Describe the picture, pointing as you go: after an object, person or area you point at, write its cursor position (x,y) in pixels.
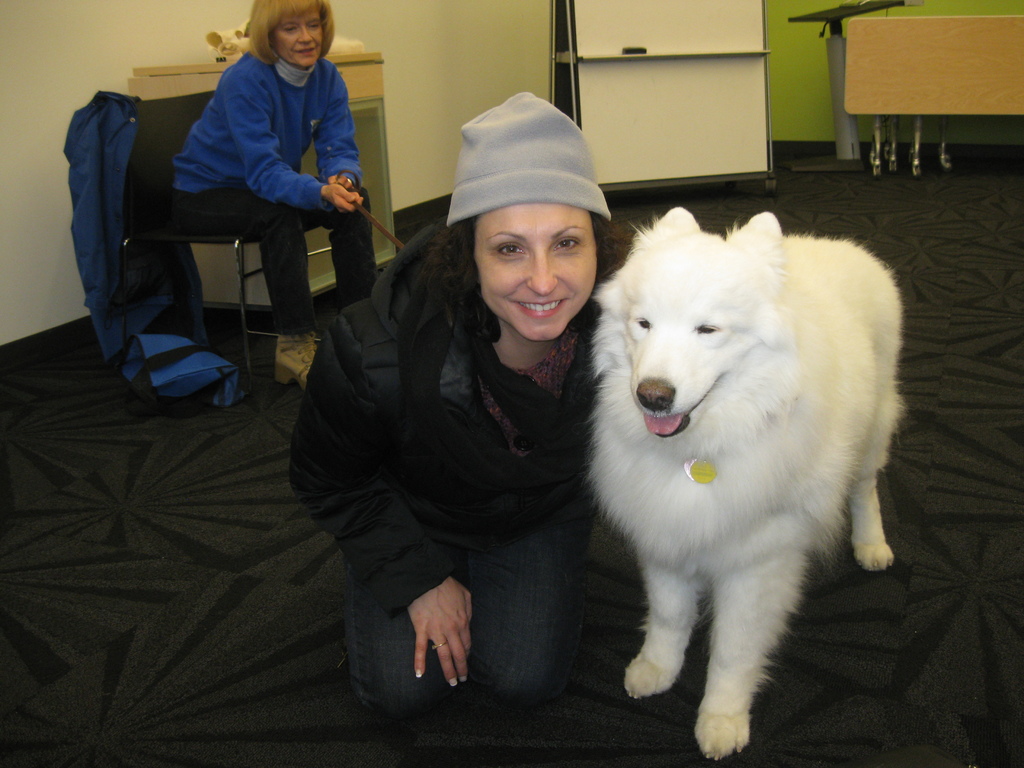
In this image we can see a dog (679,574) on the floor (842,553) and it is on the right side (733,342). Here we can see a woman (491,433). She is wearing a jacket (450,447) and she is smiling. Here we can see a monkey cap (555,172) on her head (547,246). Here we can see another woman (224,108) sitting on a chair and she is on the top left side (271,136). Here we can see the wooden block (942,42) on the top right side (897,53). This is looking like a white board stand (724,77) on the floor (745,189).
